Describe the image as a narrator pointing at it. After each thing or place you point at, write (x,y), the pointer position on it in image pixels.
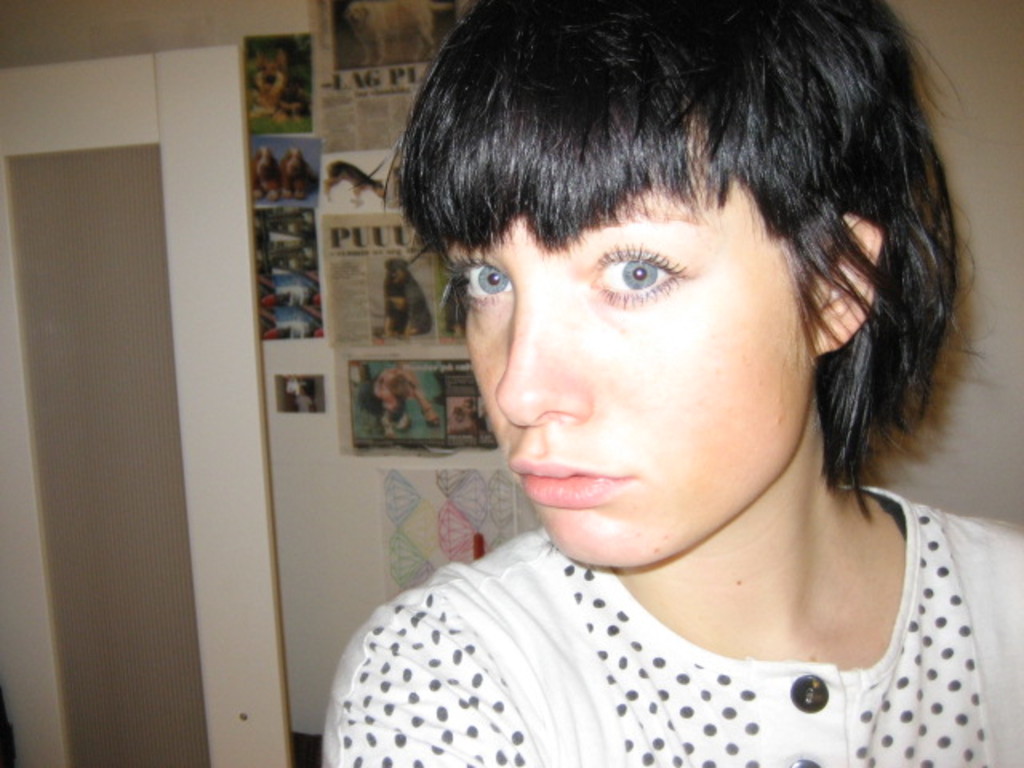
In this image, we can see a person (768,413). We can also see a door (195,405). In the background (312,598), we can see the wall (341,222) with some posters (449,317).
